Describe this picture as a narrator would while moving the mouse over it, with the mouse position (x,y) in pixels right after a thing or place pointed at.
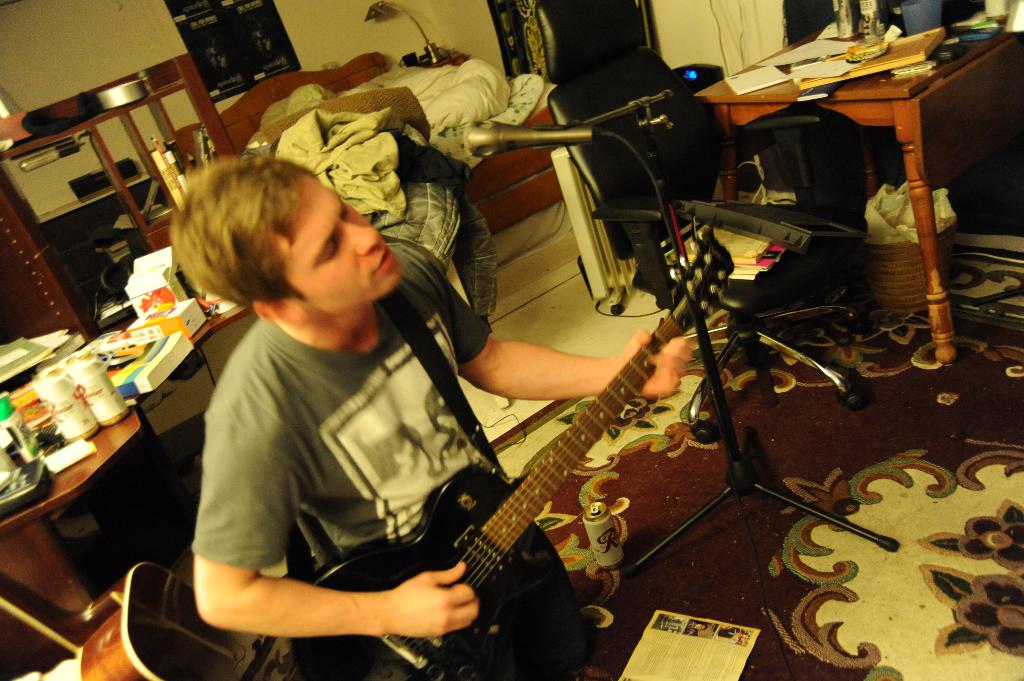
The person (448,574) is playing guitar (535,482) and singing in front of a mic (480,150) and there are tables (724,106) on the either side which has some objects (842,76) on it and there is a bed (456,96) in the background (453,121).
